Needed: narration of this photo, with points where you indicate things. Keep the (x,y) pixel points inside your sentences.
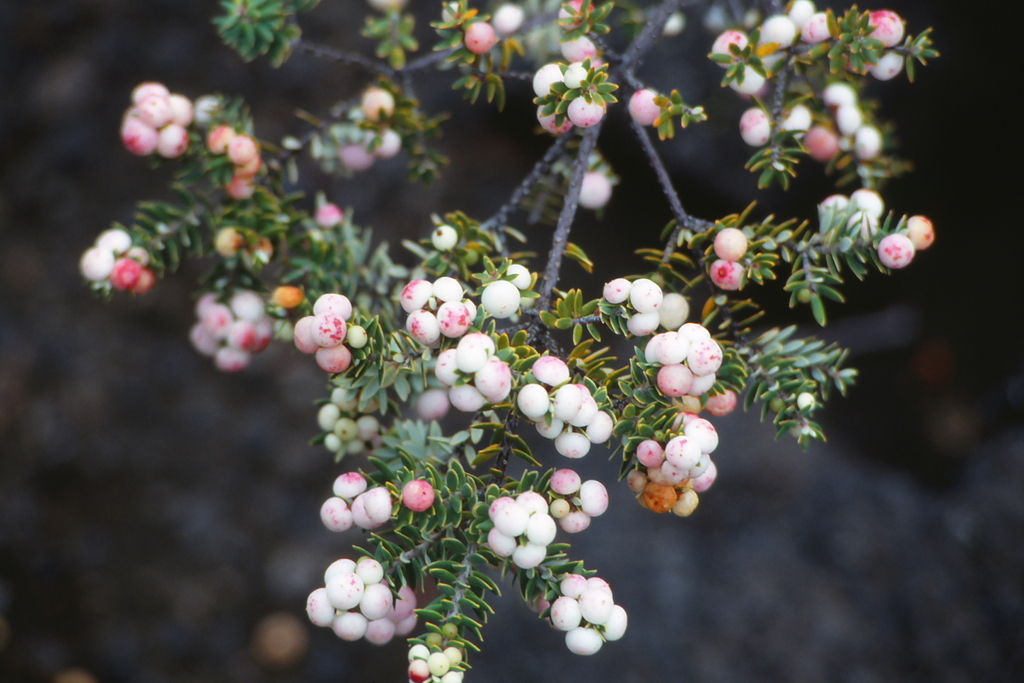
In this picture I can see there is a plant (627,332), it has white color fruits (431,335) and leaves (390,537). The backdrop of the image (139,420) is blurred.
